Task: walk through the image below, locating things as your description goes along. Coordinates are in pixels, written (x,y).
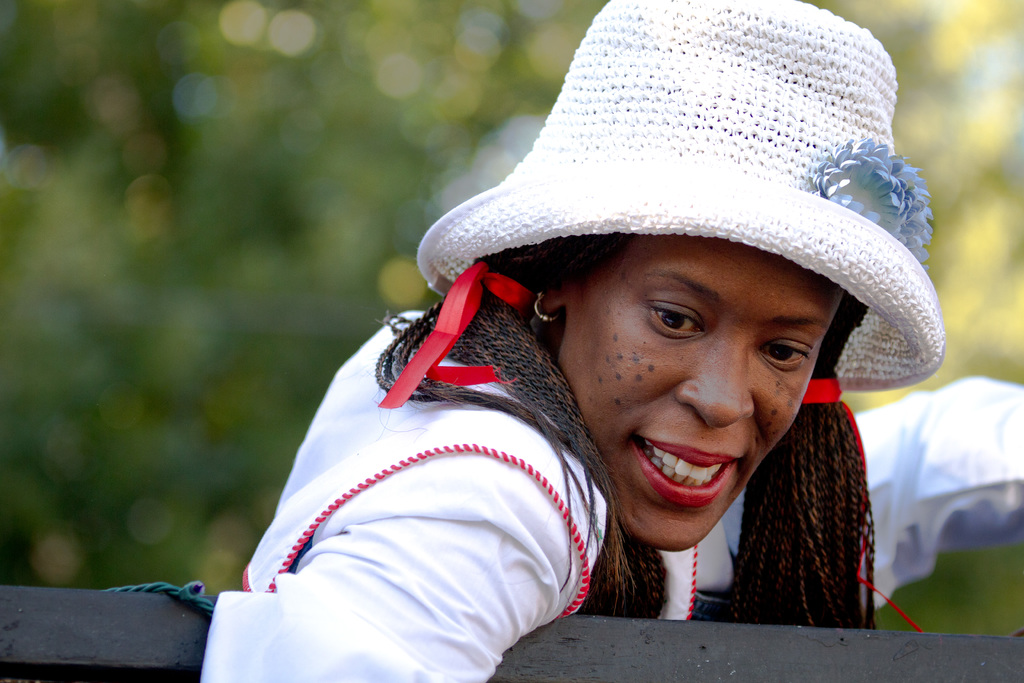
In this image I can see the person (369,541) wearing the white and red color dress (390,482) and also hat (699,129). In-front of the person (790,115) I can see the rod (765,648). In the background (283,244) I can see the trees (272,251) but it is blurry.
